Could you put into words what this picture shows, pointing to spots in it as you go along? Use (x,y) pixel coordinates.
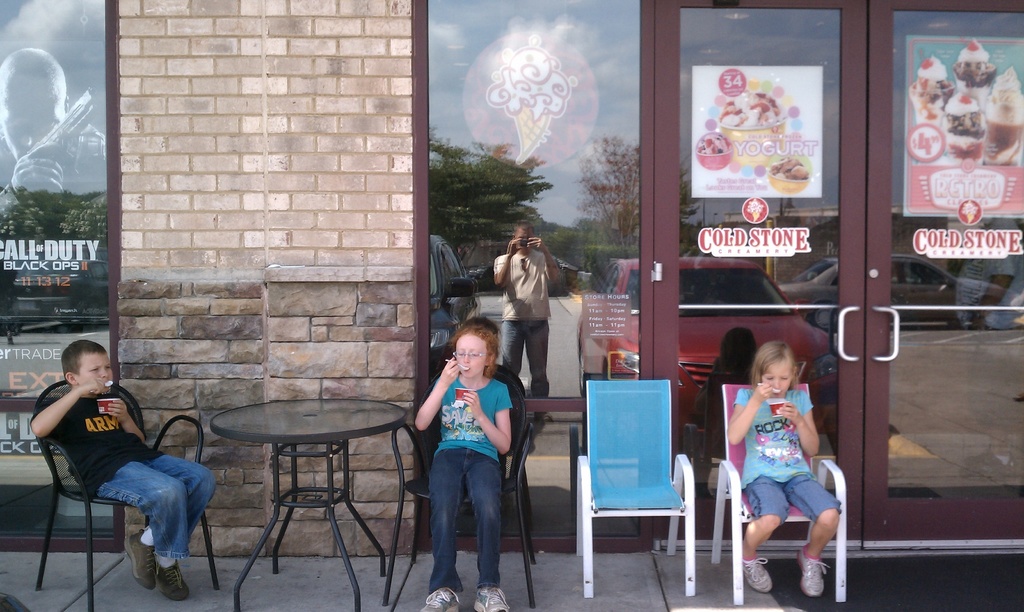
In this picture there are three kids (473,489) sitting at a distance between them in chairs (747,507). Three of them are eating ice creams (780,399). A man (532,305) at a distance taking picture of these three kids (490,491). They are sitting in front of an ice cream parlor (663,201).
